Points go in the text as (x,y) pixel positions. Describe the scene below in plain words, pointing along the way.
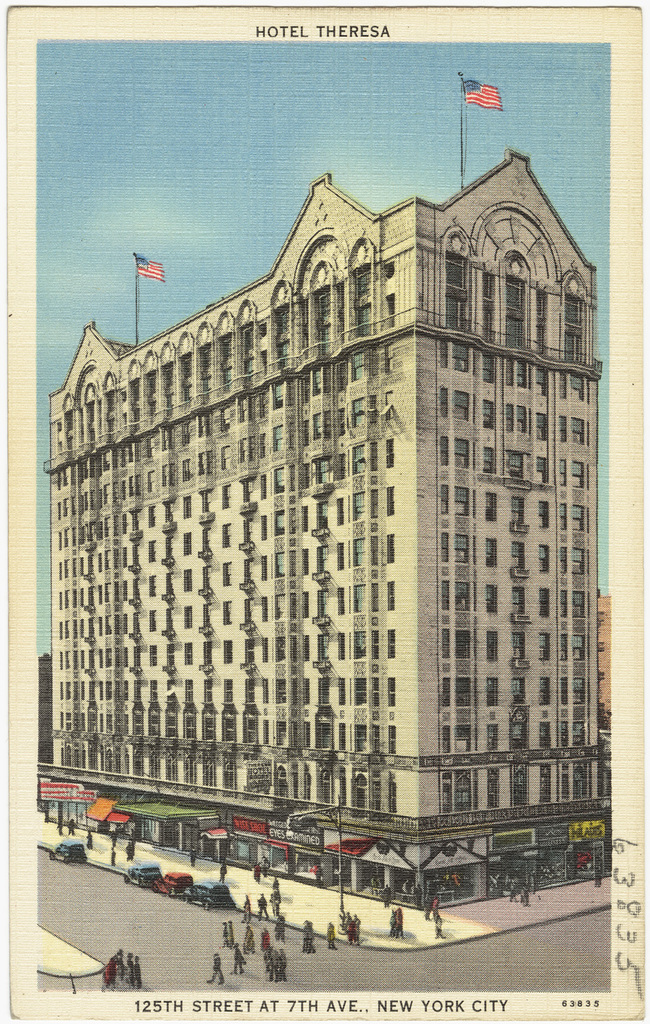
In this picture we can see a group of people (277,962), vehicles (76,855) on the road (191,926), some people (262,867) on the footpath (319,895), name boards (315,841), flags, building (384,600) with windows (395,871) and some objects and in the background (124,138) we can see the sky (207,147) and at the top (329,36) and bottom of this picture (360,1000) we can see some text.
